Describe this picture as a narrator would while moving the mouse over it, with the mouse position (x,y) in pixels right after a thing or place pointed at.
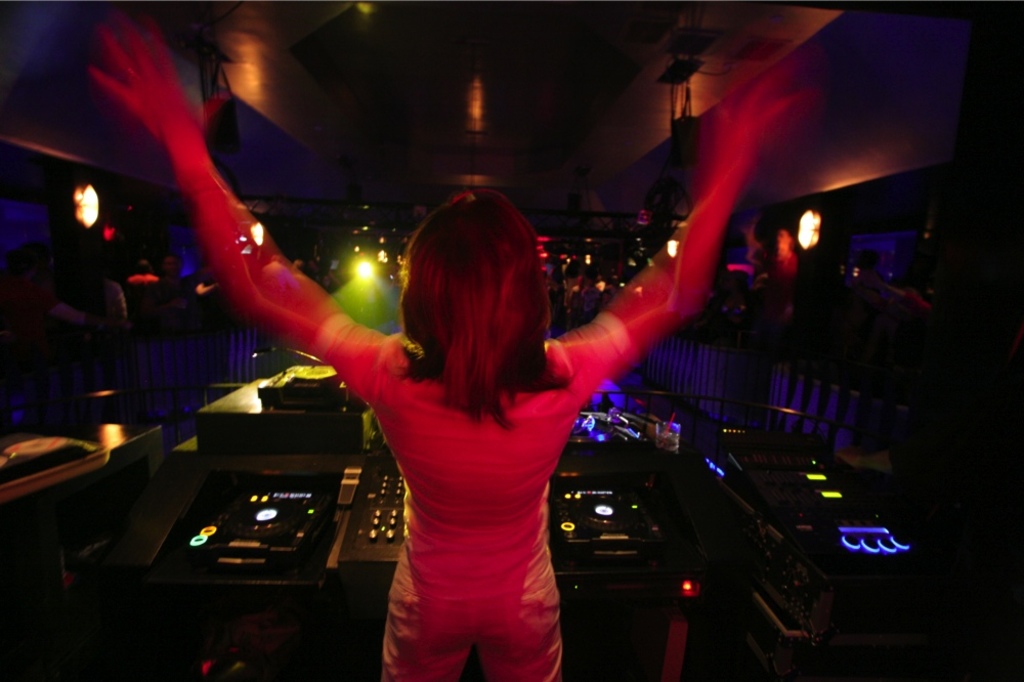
In this image I can see one person (456,407) is standing and in the front of the person (511,532) I can see number of equipment (612,496). In the background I can see number of lights (806,234) and I can see this image is little bit in dark. I can also see this image is little bit blurry.
